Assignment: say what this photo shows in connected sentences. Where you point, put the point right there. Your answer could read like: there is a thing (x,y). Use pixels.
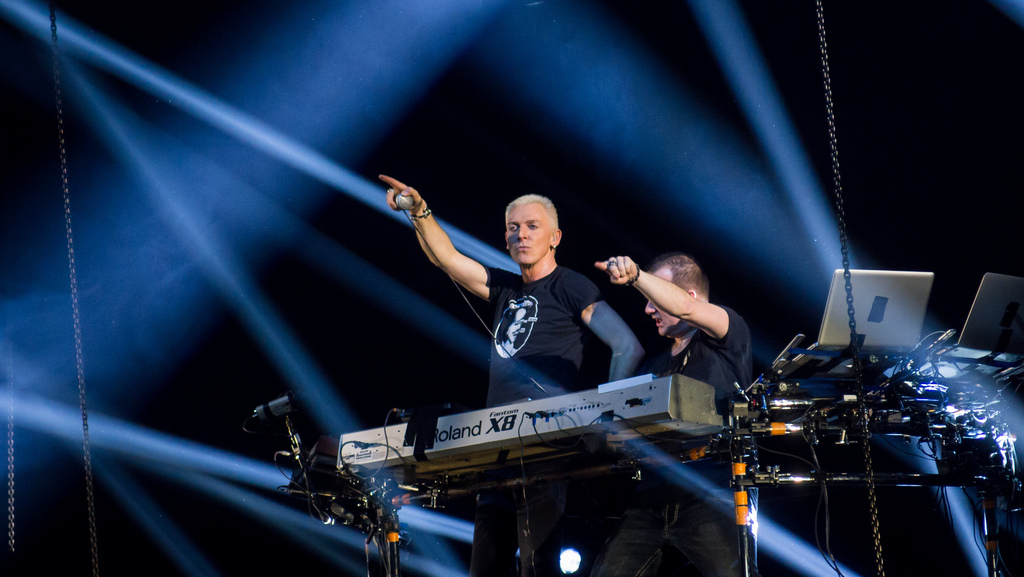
Here a man (491,295) is standing and pointing his finger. He wore a black color t-shirt (549,294). Beside him there is a man (713,343), he wore a black color t-shirt (715,364) also.
